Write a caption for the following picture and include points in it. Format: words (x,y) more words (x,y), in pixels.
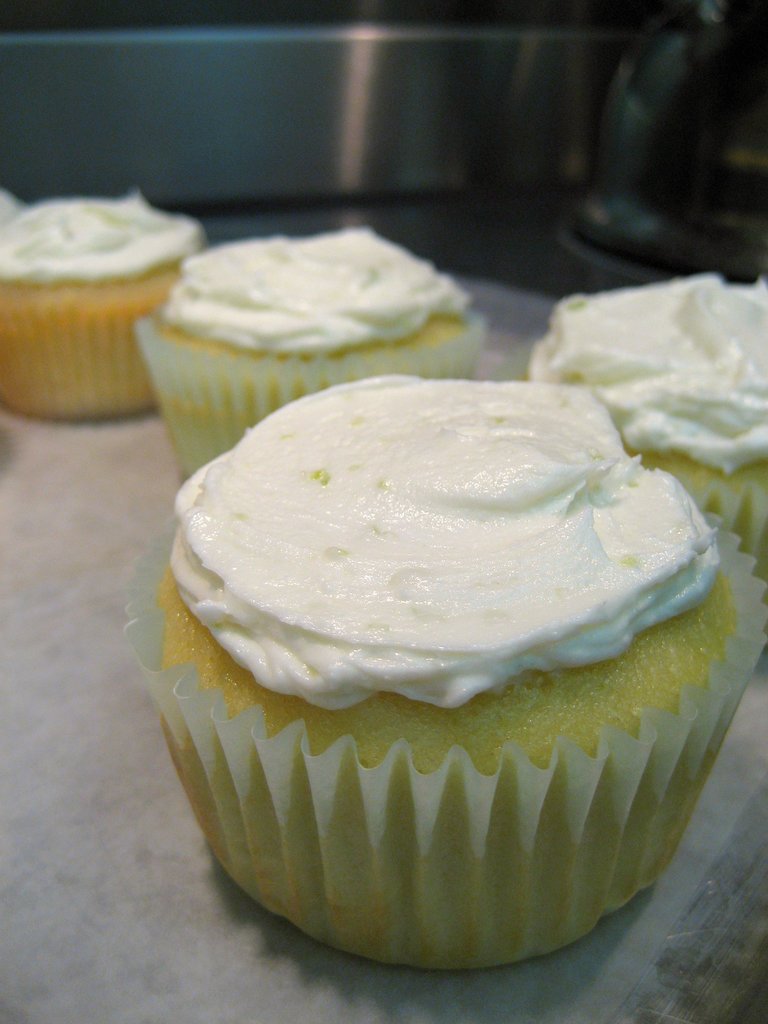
In this image there are a few cupcakes (405,516) placed on the surface (651,910). The background (65,167) is not clear.
